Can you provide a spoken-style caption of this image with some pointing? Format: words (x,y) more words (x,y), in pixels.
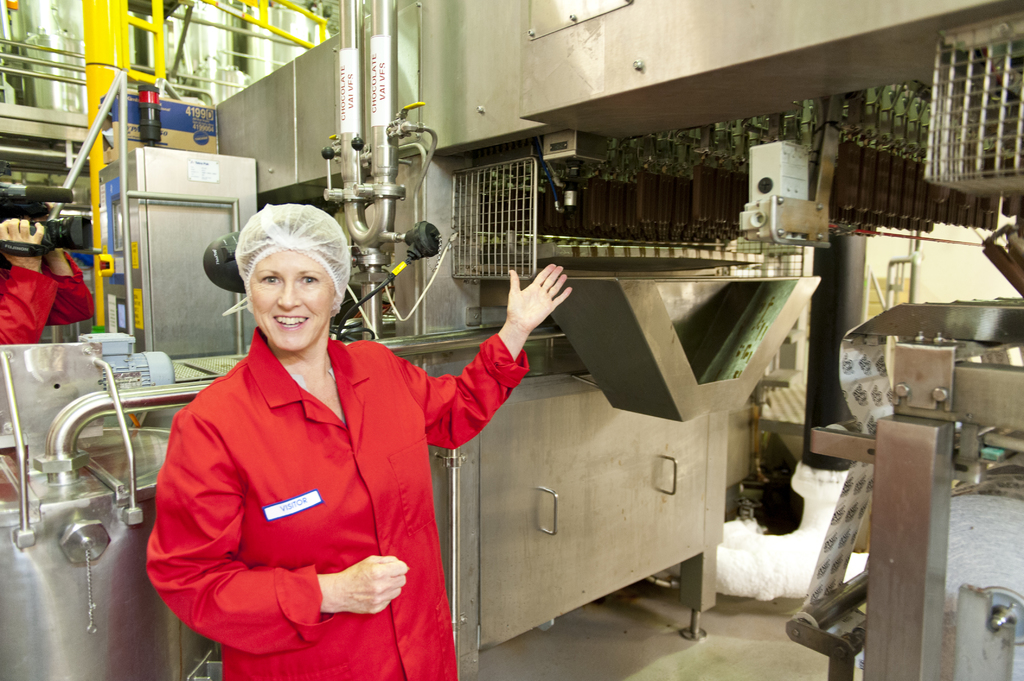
In this image I can see on the left side (47,280) a person (4,241) is holding the camera (42,248), in the middle (394,442) a woman (368,500) is smiling by showing her hand (514,350), she is wearing red color coat (323,482). At the back side (627,328) there are machines (570,301).
